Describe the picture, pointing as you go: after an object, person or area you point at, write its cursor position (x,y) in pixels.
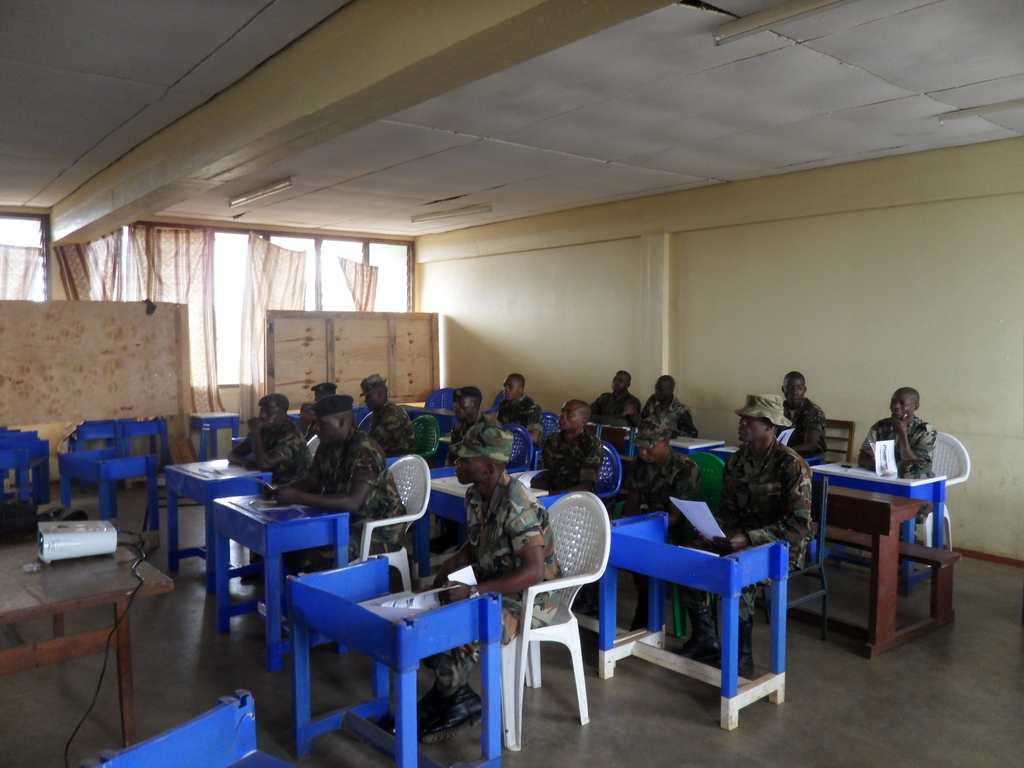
There are few people (353,437) sitting on the chairs (715,484). These looks like a small table (290,536) with some papers (398,601) on it. This is a projector (111,547) placed on the table (46,590). These are like a notice board (157,367). These are the windows (242,273) with curtains (204,284) hanging. This is the tube light (280,187) attached to the rooftop (327,174).
